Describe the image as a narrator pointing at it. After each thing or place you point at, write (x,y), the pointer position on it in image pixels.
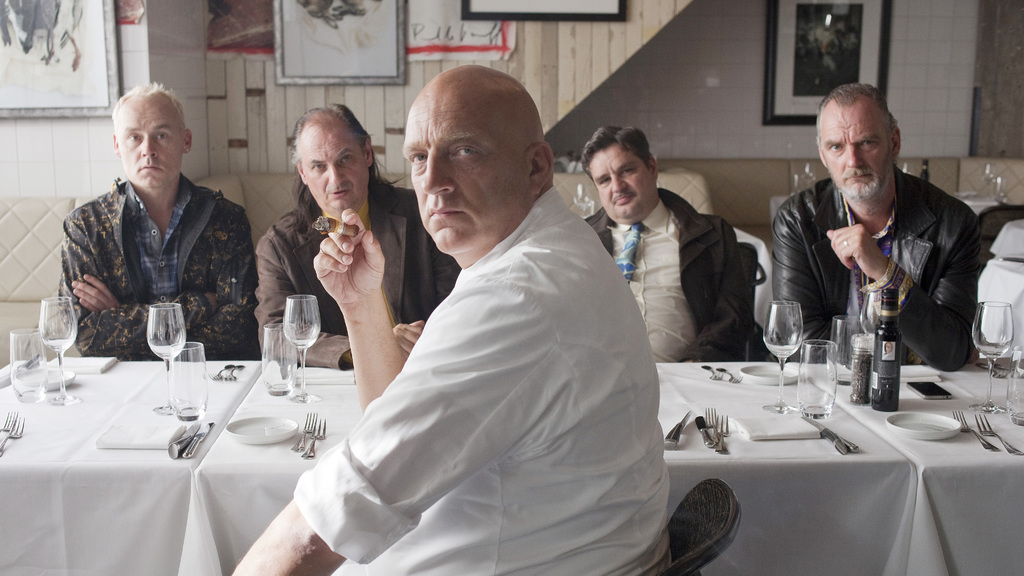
In this image, In the middle (382,348) there is a man (667,521) sitting on the chair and there is a table (948,445) covered by a white cloth (72,406) and there are some glasses (59,337) on the table (840,424), There are some spoons (182,432) on the tables (961,444) and there are some bottles (885,384) and there are some people (932,283) sitting on the chairs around the table (309,406), In the background (905,86) there is a white color wall (728,97) and there is a photo frame (814,48) and there are some posters (356,35) placed on the wall (161,58).
